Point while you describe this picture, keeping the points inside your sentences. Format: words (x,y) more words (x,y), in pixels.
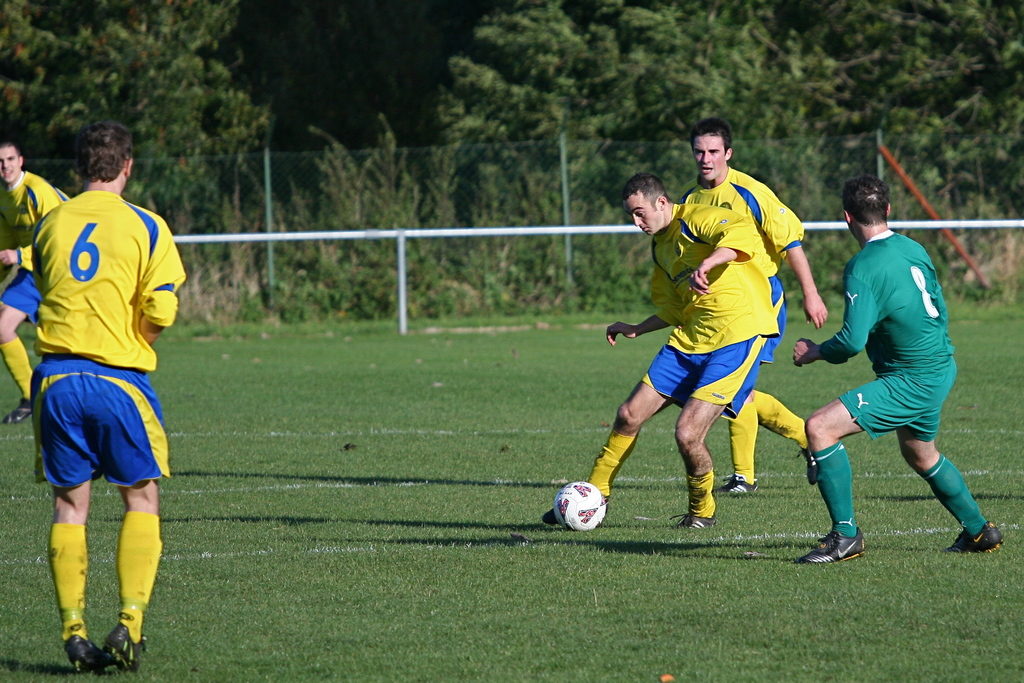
In this image I can see few persons (776,307) wearing yellow and blue colored dresses (776,307) and a person (863,339) wearing green colored dress (929,365) are standing and I can see a ball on the ground (542,552). In the background (472,274) I can see the metal rods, the metal fencing (468,199) and few trees (650,94) which are green in color.
